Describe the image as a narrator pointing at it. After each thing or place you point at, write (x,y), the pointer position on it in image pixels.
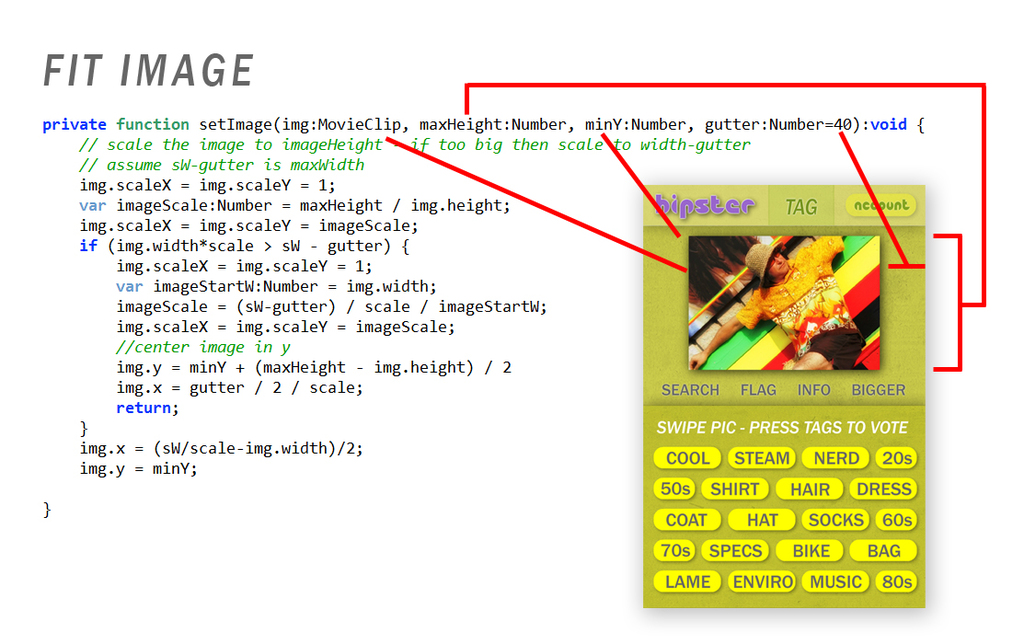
In this picture I can see the program coding (240,243) on the left side (260,261) which is representing the image. I can see a person (762,320) wearing a hat (763,270) and sitting on the bench (758,343) and stretching his hands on the bench (775,358). I can see some key button (754,462) on the image. I can see the red lines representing the image.
